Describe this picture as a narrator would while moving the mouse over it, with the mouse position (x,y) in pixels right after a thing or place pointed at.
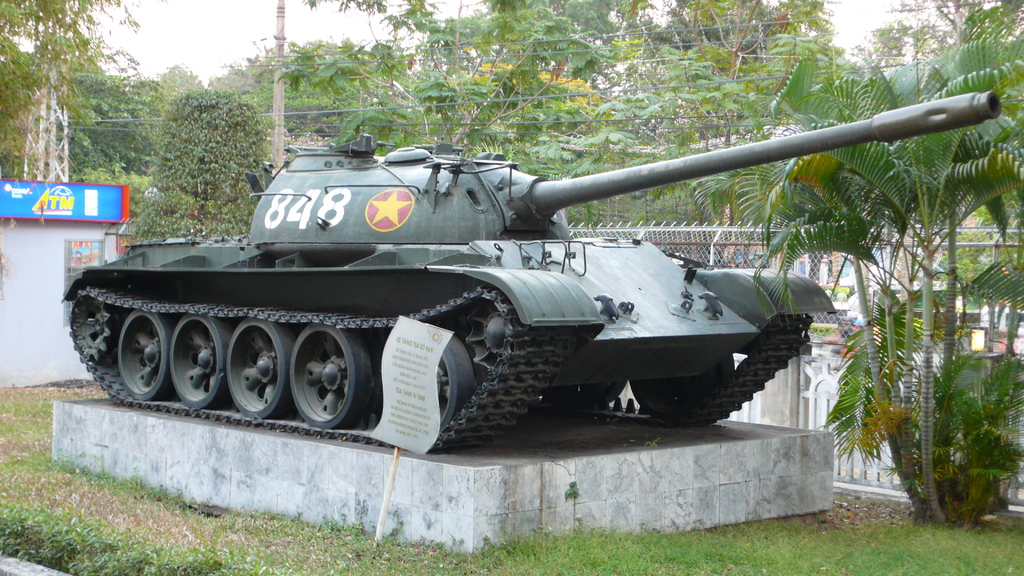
This is grass (653,548). Here we can see a military vehicle (595,273), boards (32,202), fence (746,243), pole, and trees (716,146). In the background (298,7) there is sky (874,23).
